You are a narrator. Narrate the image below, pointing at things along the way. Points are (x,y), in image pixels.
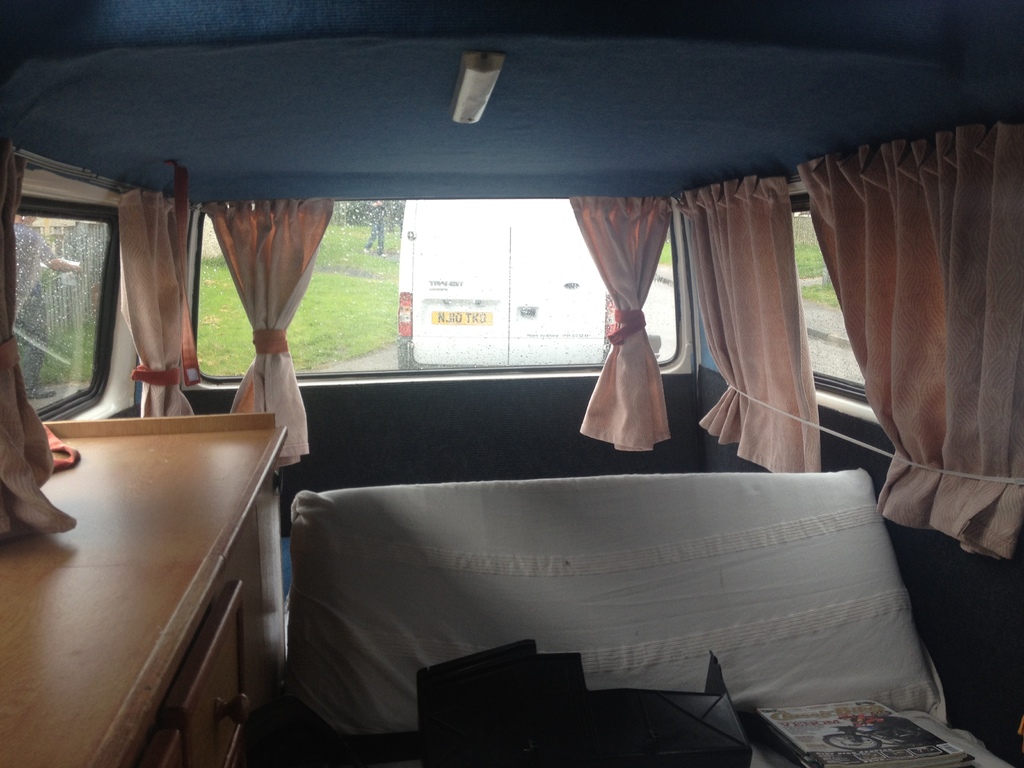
In this image, there is an inside view of a vehicle (545,80). There are curtains (616,349) on windows (94,305). There is a seat (574,586) at the bottom of the image (602,679) contains a book (772,710). There is a table (130,638) in the bottom left of the image (73,666).
